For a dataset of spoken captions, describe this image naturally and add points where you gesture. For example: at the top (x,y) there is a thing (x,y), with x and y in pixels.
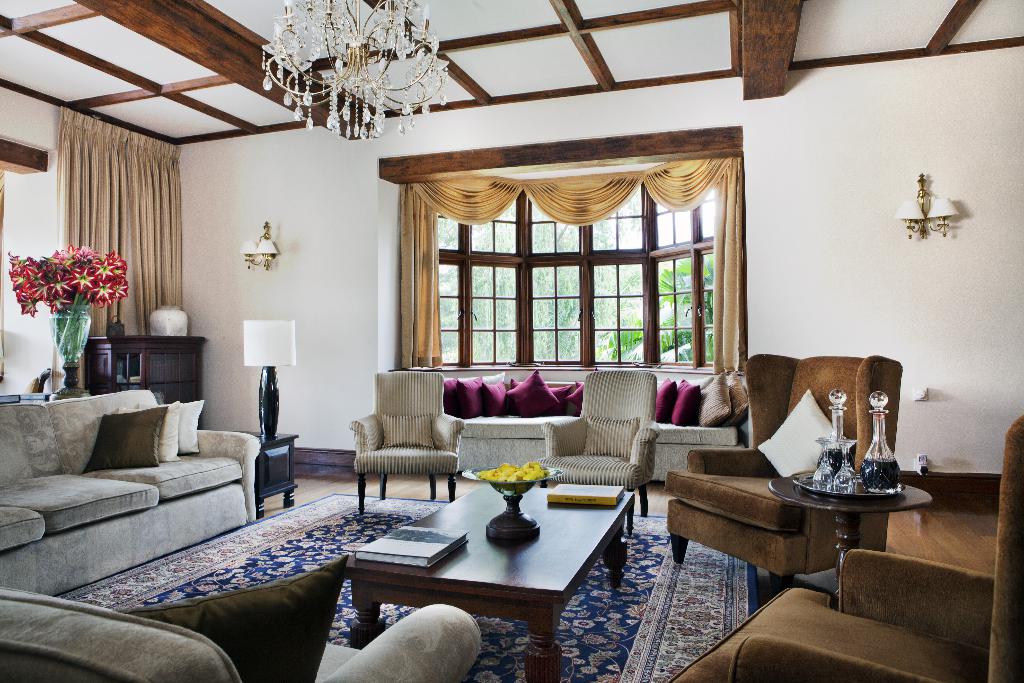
in this room (588,277) here is a wall (961,185) and lamp (944,230) on it. and on the floor (636,520) carpet (635,544) on it, and here is the table (522,568) with the flower vase (519,504) and books (417,535) on it. and here is flower vase (58,317) with flowers (71,268) on it. here is the curtains (116,189) and at the top roof (230,27) here is the chandelier (320,42), and here is the sofa (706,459) and pillows (706,401) on it.
